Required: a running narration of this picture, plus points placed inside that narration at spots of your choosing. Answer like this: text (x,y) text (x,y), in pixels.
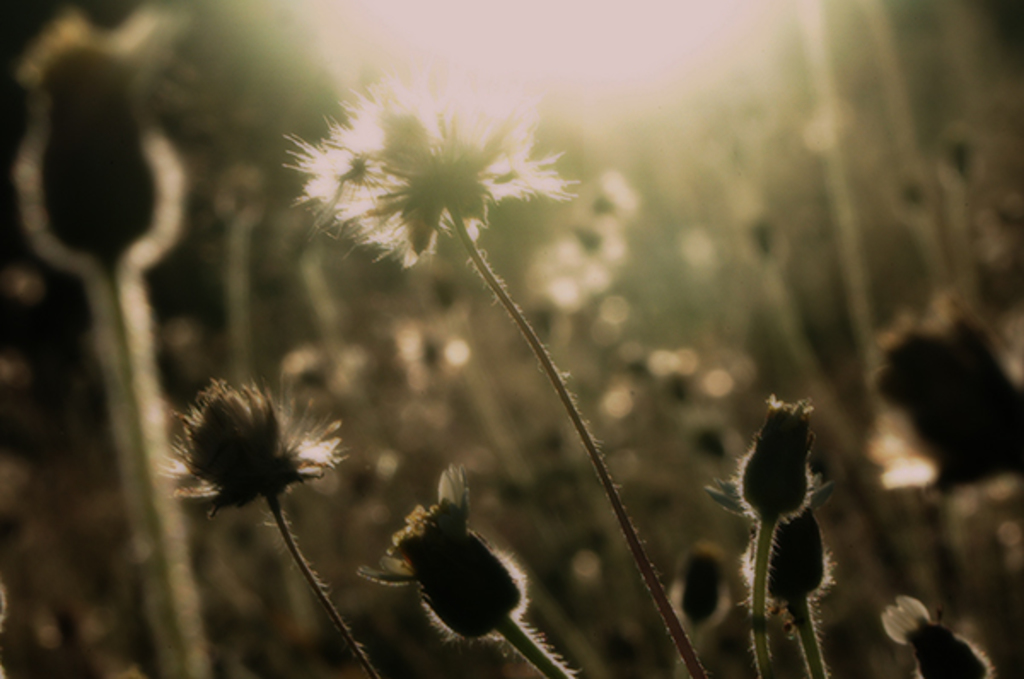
In the image there are flowers (451,199) and flower buds (440,561) with stems (583,420). In the background (767,165) it is a blur image. And also there is a light (453,64).
